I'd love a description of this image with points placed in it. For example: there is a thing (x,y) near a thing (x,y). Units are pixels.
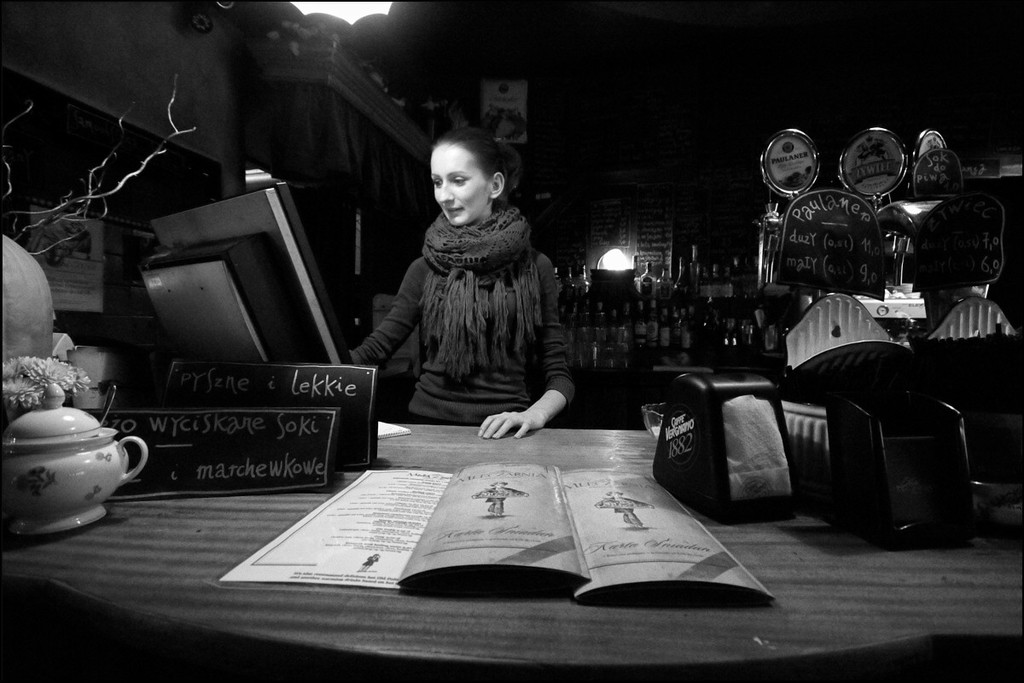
This picture is clicked inside the room (414,142). In the middle of the picture (440,325), we see woman (421,307) wearing dark top (412,286) and she is wearing scarf (501,276) around her neck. In front of her, we see a table (426,455) on which book (632,510), system (271,248), jar (58,419) is placed on it. Woman (548,395) is looking into the system (290,281) and she is smiling. Beside her, we see a board (865,240) on which some text (829,256) is written on it. Behind that, we see many glass bottles (664,300) on the shelves (672,326).
